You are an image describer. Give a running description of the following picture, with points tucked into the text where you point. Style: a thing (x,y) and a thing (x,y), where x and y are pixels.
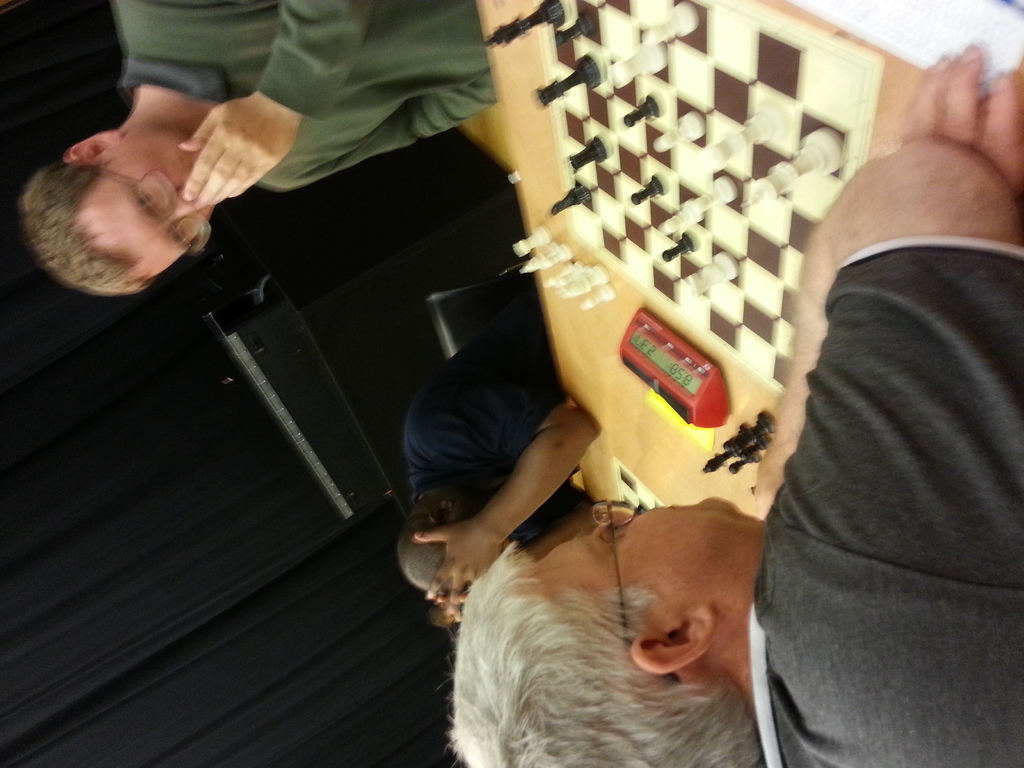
There are people (484,721) sitting on chair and we can see chess boards (714,225), chess pieces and clock (676,384) on the table (652,469). In the background (347,539) we can see curtains (81,467) and wall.
